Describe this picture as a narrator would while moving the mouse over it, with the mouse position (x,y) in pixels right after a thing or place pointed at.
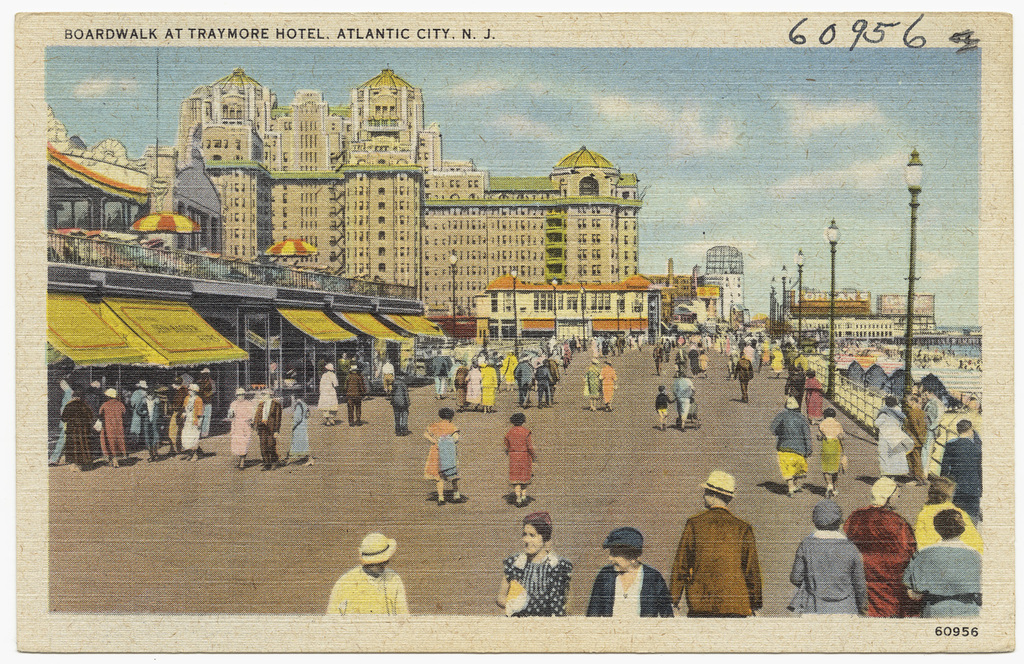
In this image we can see a photograph (511,269). There is a road (567,399). There are many people (826,555). Some are wearing caps (789,402). On the right side (799,274) there are light poles (831,321) and railing (846,407). On the left side (194,260) there are buildings (394,267). In the background (560,126) there is sky (724,137). At the top (828,29) something is written on that.
